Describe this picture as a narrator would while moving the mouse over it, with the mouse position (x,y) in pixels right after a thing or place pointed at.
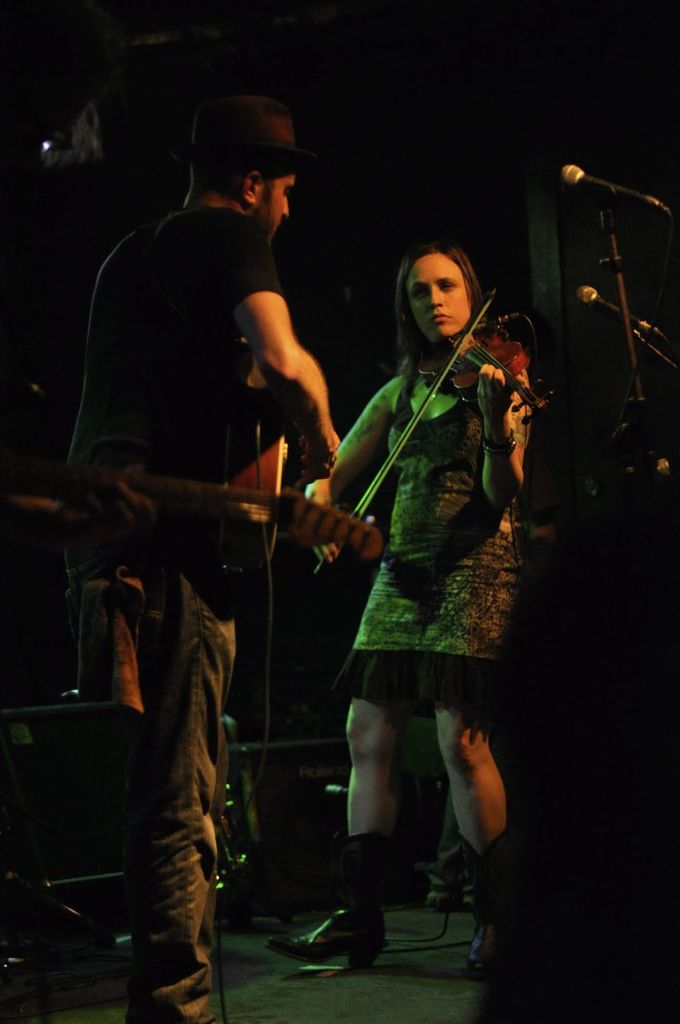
In this image there is a person (205,282) standing on the floor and holding a musical instrument (295,513) and there a woman (422,518) wearing a skirt (447,504) and holding a violin (475,360) on her hand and right side (644,195) there are the mikes (630,316) visible.
